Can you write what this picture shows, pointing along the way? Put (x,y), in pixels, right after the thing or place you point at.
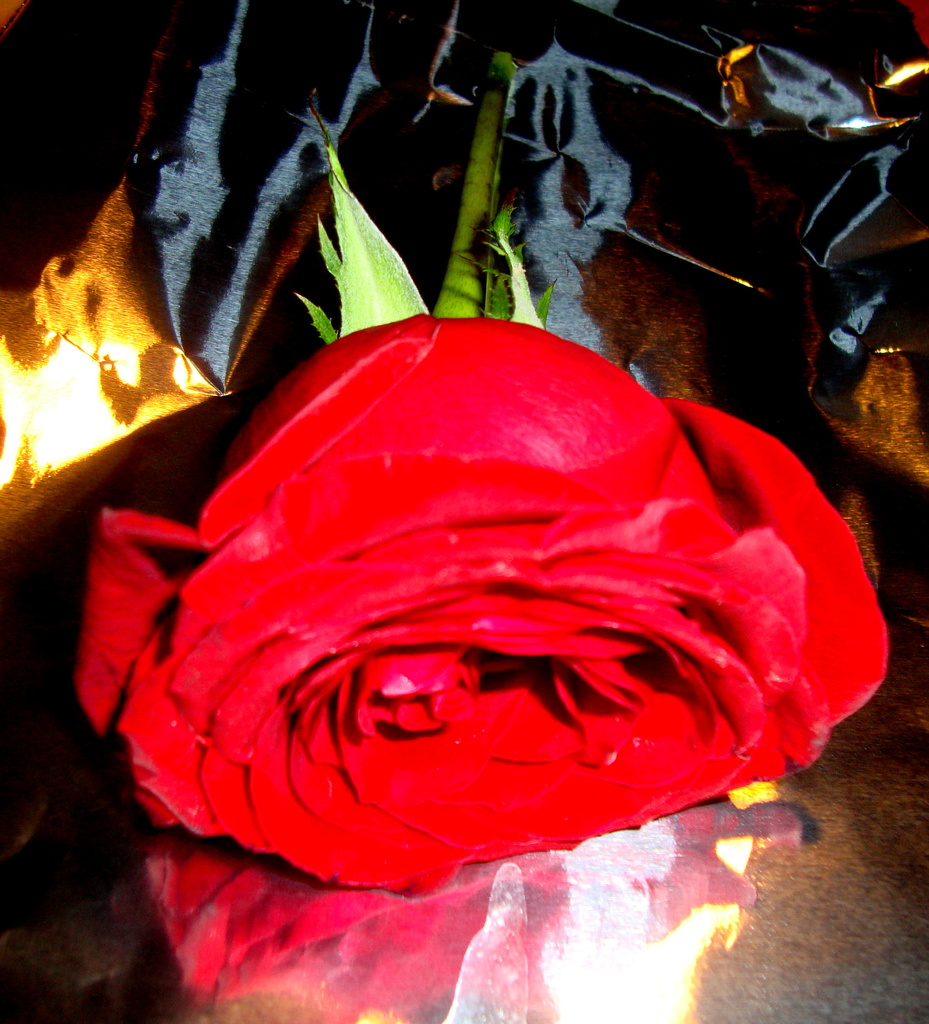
In this image we can see a red flower (356,543) on a surface (211,866).
